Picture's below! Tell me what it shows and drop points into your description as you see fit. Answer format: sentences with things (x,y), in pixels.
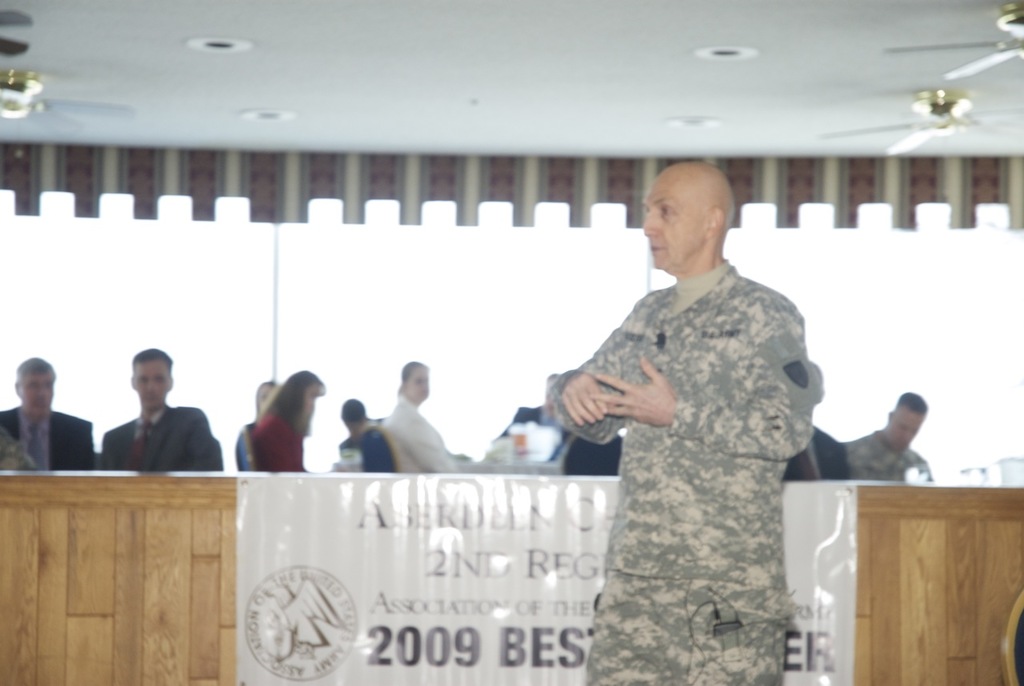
Here I can see a man (688,397) standing facing towards the left side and speaking. At the back (548,562) there is a table (14,554) and a banner (394,530) is attached to it. On the banner (366,597) there is some text (419,607). In the background (25,416) there are few people (296,430) sitting. Few people (411,433) are looking at this man (715,310). At the top of the image (917,139) I can see few fans (935,109) attached to the ceiling (374,84). The background (458,288) is in white color.
